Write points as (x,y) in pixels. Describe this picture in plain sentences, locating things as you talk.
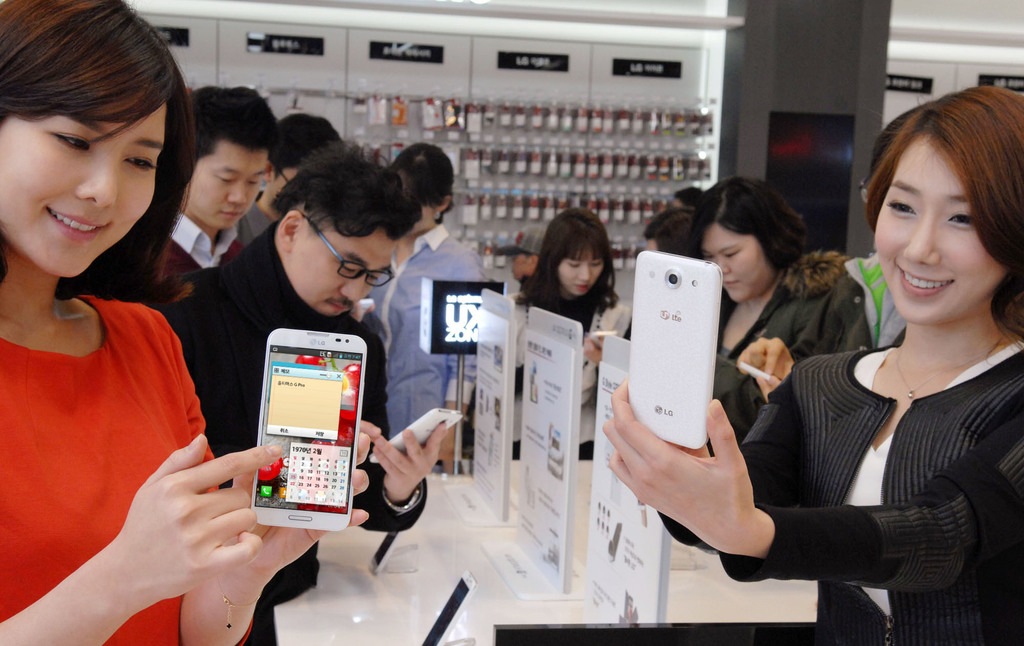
This picture shows a group of people (776,433) in that few people (112,193) holding mobiles (277,392) in their hands (637,474) and its looks like a store (740,43).
